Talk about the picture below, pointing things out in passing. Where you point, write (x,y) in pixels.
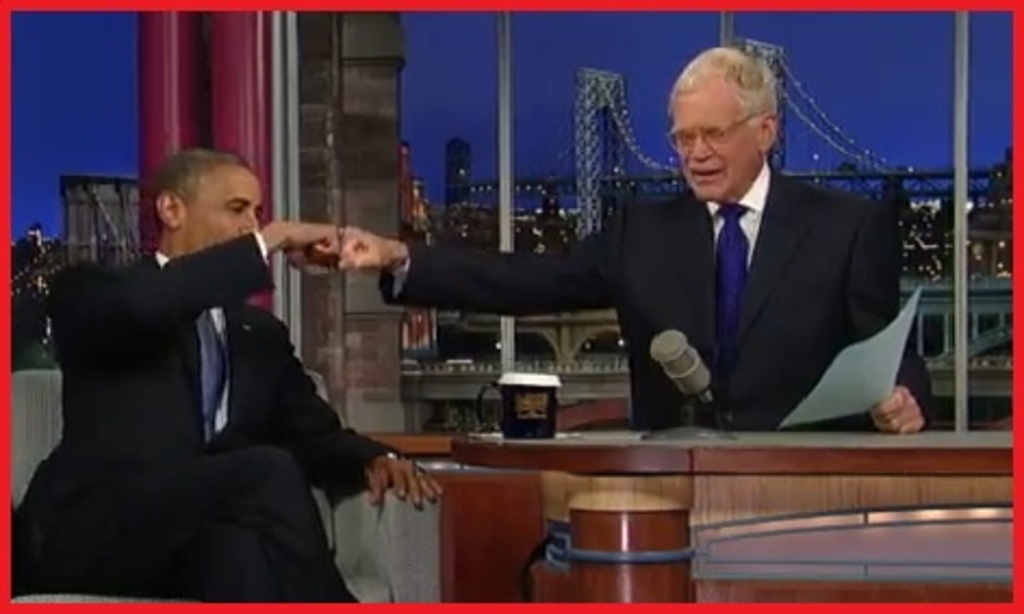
This person (277,428) is sitting on a chair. This person (743,370) is sitting. This person (727,244) and this person (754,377) wore black suit (149,281). This person (695,345) is holding a paper (891,363). In front of this person (793,375) there is a table (832,490), on a table (654,469) there is a mic (673,339) and coffee mug (535,422). Far there are buildings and bridge (972,174).
